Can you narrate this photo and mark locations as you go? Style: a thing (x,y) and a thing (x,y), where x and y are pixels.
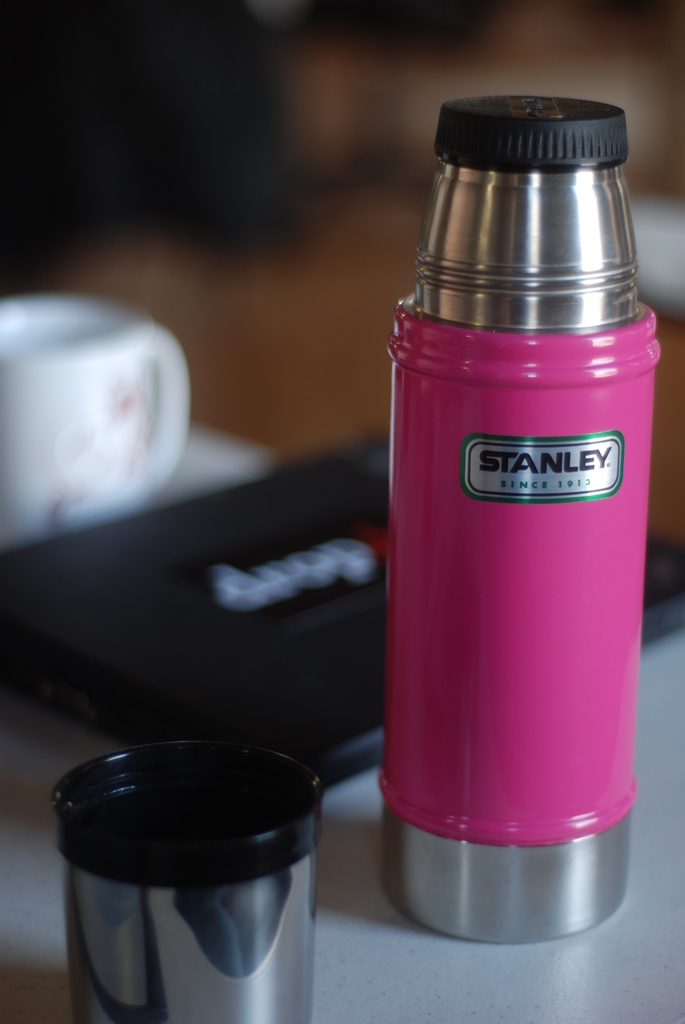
In the center of the image (260,455) we can see a table (506,1006). On the table (541,989) we can see a cup (165,417), glass (225,870), bottle (463,545) and a black color object (282,585). In the background (326,166) the image is blur.
